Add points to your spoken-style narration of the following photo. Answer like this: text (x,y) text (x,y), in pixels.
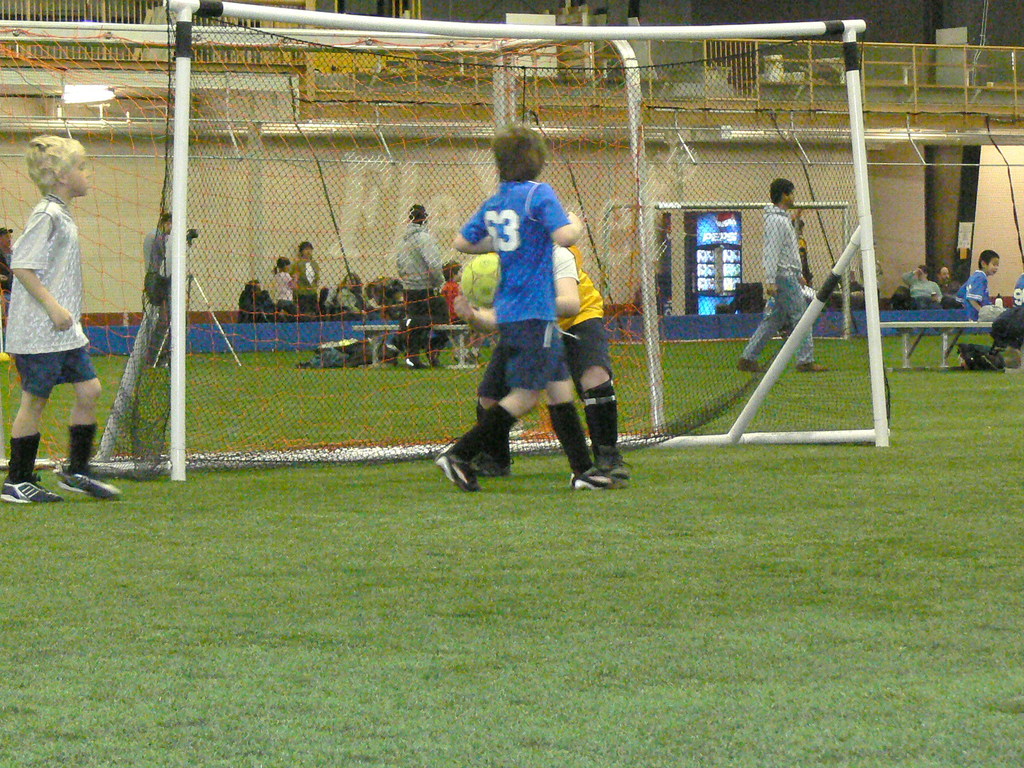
There are four kids (541,275) on the ground (474,574) playing football. And we can see a net (140,433) beside them. Behind the net (360,227) there are few people (378,294) sitting and two members (785,279) are walking. And to the right side (945,291) there are some people (942,275) sitting. In the background (939,142) there is a building (462,127).
